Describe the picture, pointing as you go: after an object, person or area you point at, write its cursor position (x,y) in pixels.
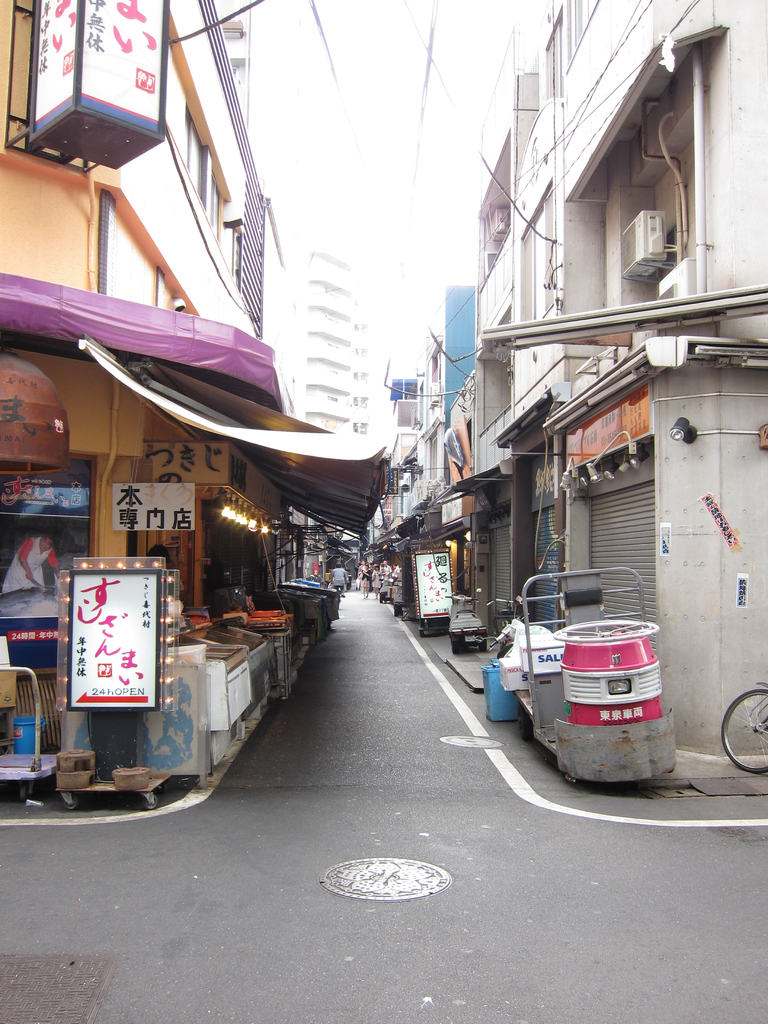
In this picture we can see manholes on the road (442,913) and in the background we can see buildings (753,662), people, shutters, boards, lights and some objects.
